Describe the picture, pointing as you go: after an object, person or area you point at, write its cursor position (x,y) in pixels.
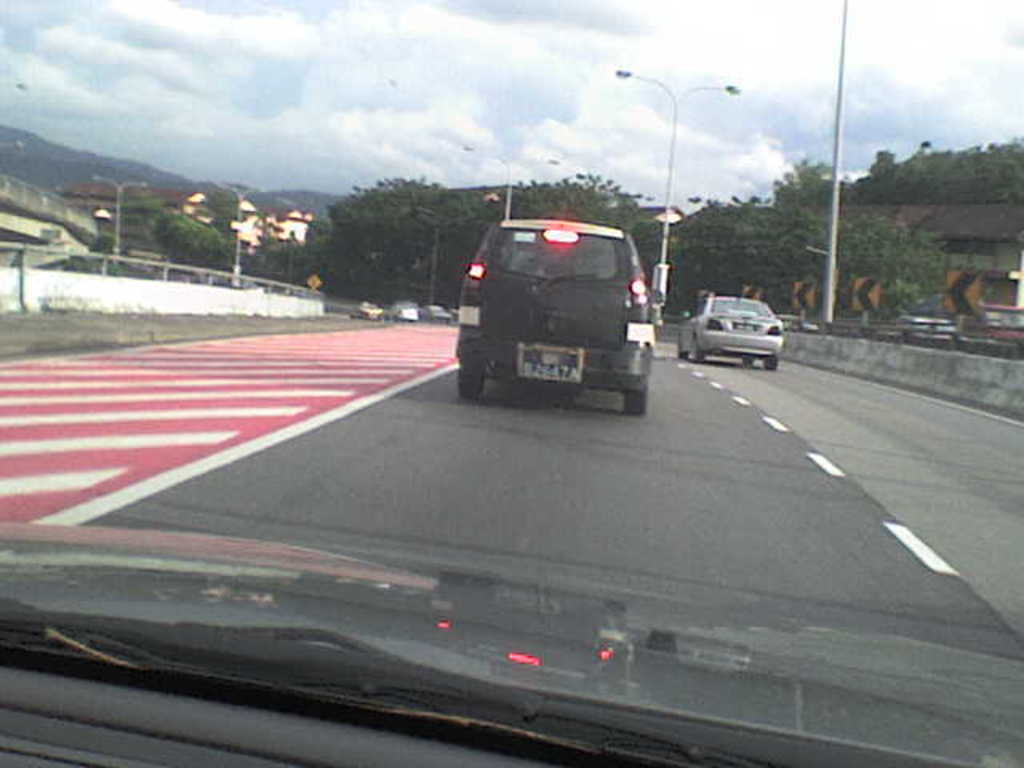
In the foreground of this image (307,639), there is a glass (555,705). Through the glass (547,684) we can see few vehicles (596,335) moving on the road (467,401) and on either side, there are few poles (238,283), trees (328,275) and sign boards (953,290). At the top (415,92), there is the sky (479,97).
